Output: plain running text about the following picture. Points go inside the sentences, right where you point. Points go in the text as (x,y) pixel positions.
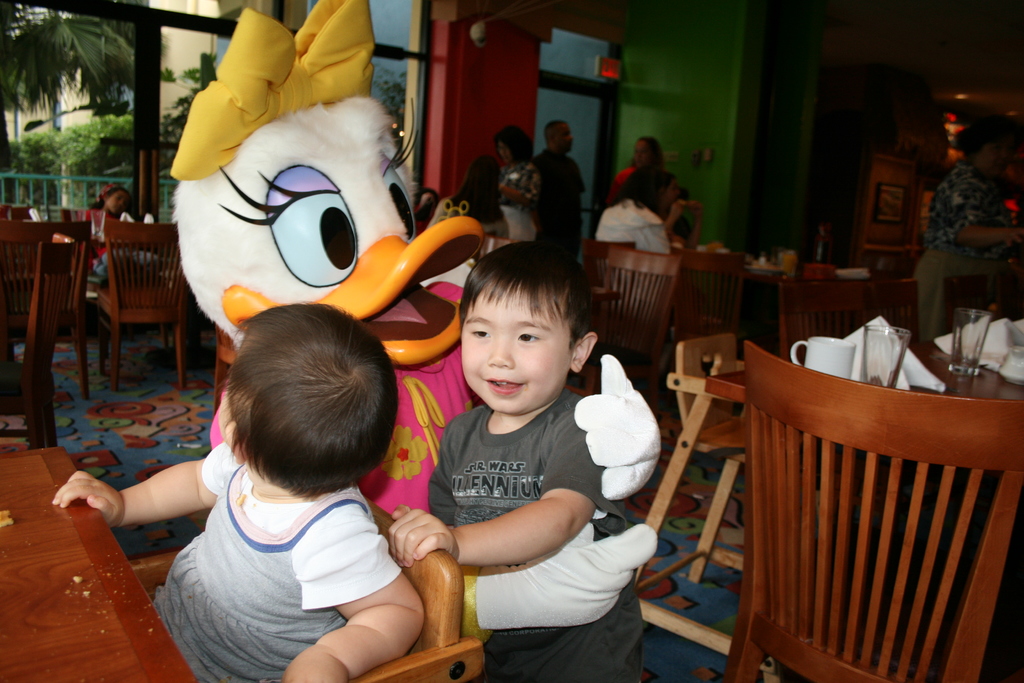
In this picture we can see a group of people (319,404) sitting on chairs (588,275) and some are standing and here a toy mask person (419,301) is holding boy (504,465) and he is smiling and in the background (123,38) we can see trees (82,48), wall (453,72), windows (182,42), chairs (707,292) and tables (848,355) and on tables (854,363) we have glasses (875,336), cups (830,360), tissue papers (855,337).
